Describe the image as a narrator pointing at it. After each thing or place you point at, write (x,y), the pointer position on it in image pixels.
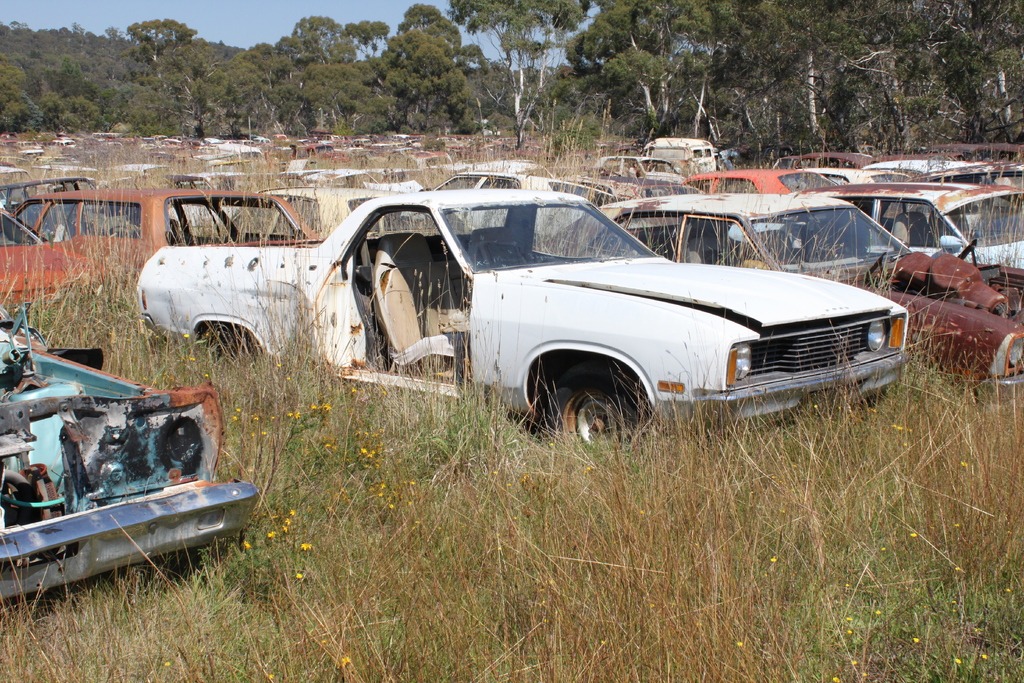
In this image we can see so many cars (649,243) on the grassy land (420,583). In the background (27,78), we can see trees (380,79) and the sky (295,21).
